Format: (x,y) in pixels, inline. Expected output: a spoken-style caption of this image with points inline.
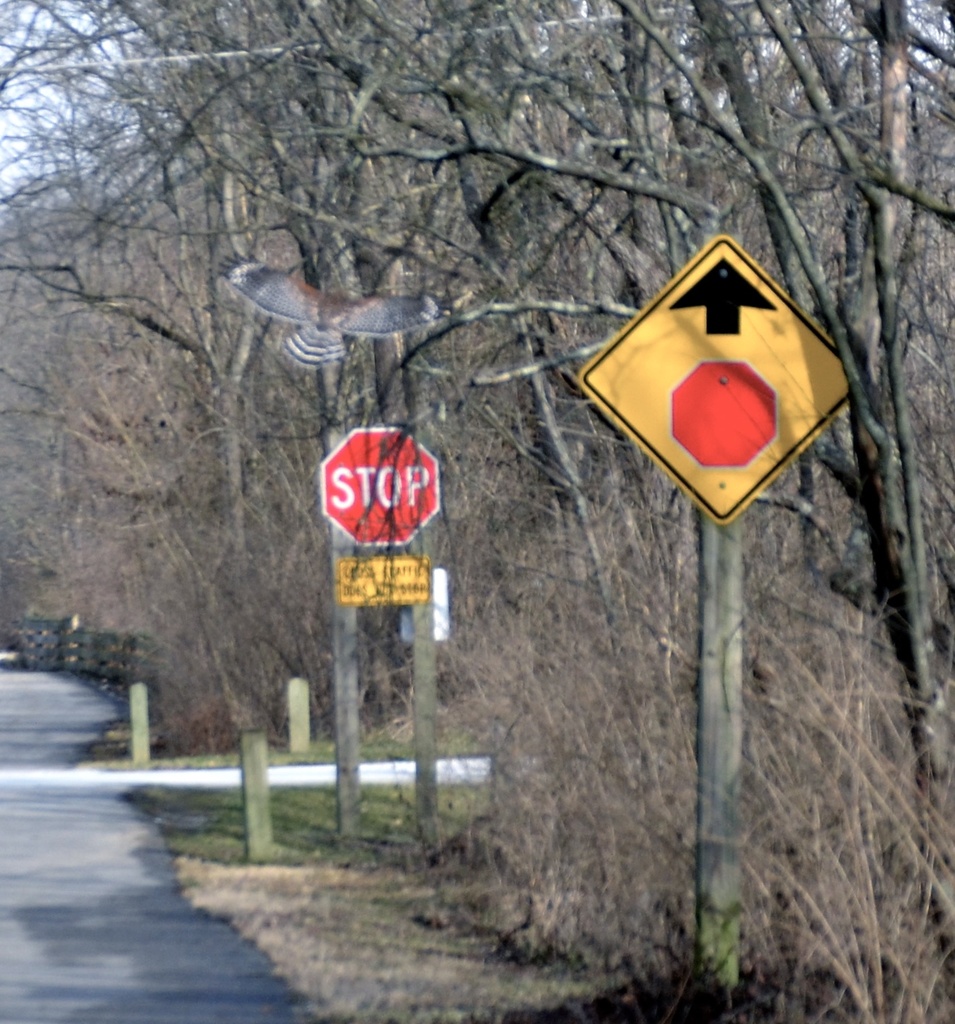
In this image we can see there are trees (463,494), sign board (419,504), fence (86,655), road (99,837) and poles (256,805) and we can see the bird (311,312) flying.
